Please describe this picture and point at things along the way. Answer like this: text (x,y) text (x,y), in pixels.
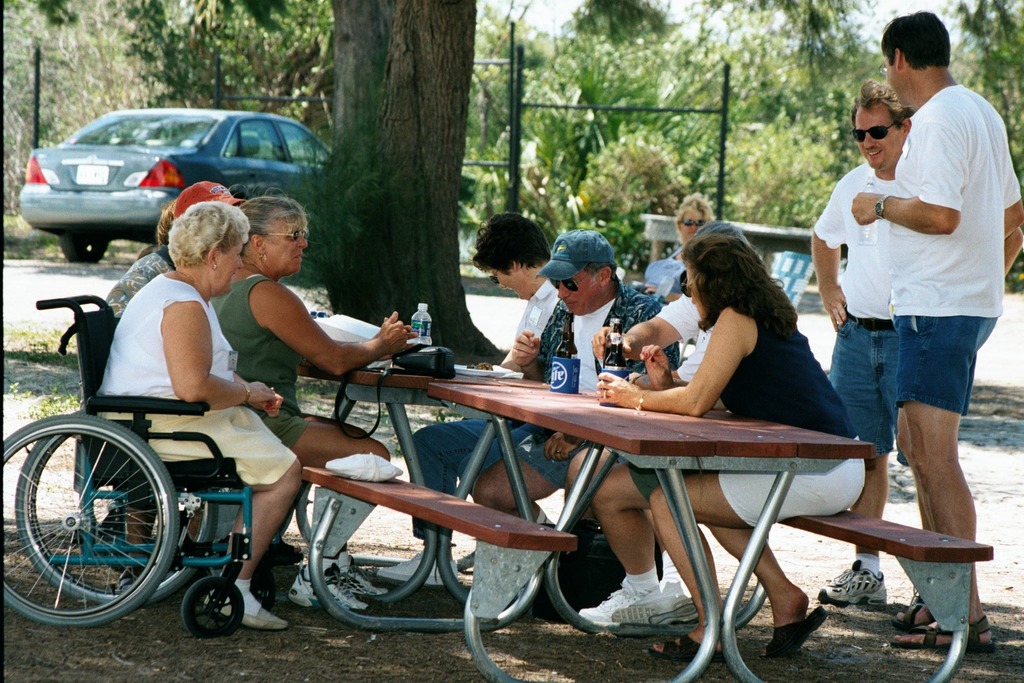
On the background (533,6) we can see partial part of a sky (557,5) and trees (540,48) and a car (207,152). here we can see persons (199,265) sitting on chairs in front of a table (706,433) and on the table (677,420) we can see mug (563,368), bottles (416,327) and a bag (445,355). A Woman (230,403) is sitting on a wheelchair (199,408). We can see two men (923,205) wearing white t shirts (961,236) standing behind to these persons (750,304).
